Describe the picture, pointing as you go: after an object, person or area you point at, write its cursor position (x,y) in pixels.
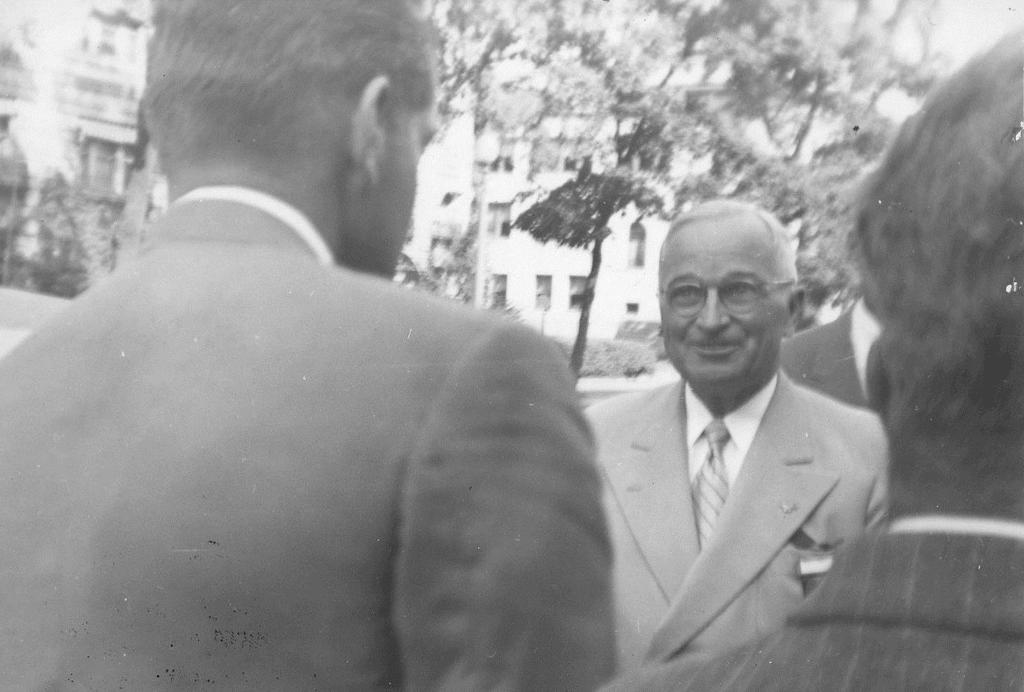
This picture is in black and white. In the picture, there are four persons (866,524). Two of them are facing backwards and one man (770,509) is facing forward. He is wearing a blazer (683,537) and a tie (706,474). In the background (506,200), there are buildings (106,109) and trees (799,137).
